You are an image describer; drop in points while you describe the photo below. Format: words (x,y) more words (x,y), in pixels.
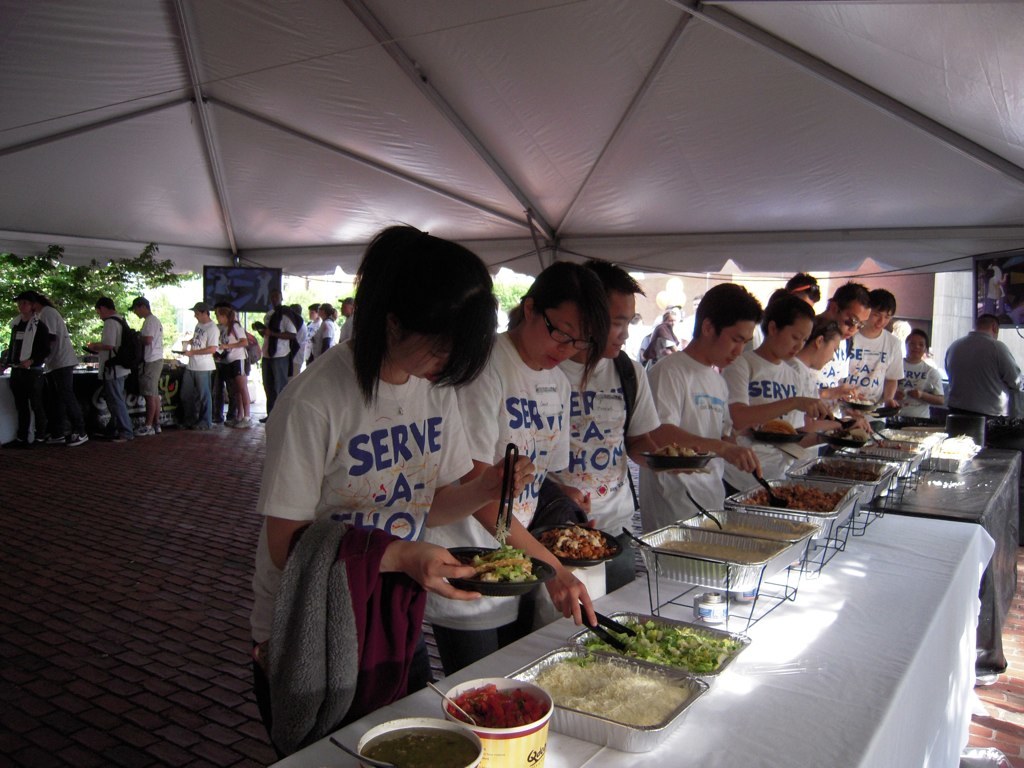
I can see a group of people (439,336) standing and holding plates (791,424). These people (457,457) are serving food (528,570). These are the tables (920,562) covered with clothes (947,539). I can see bowls (520,725) and utensils (733,641) with different types of food items (694,644) in it. This looks like a screen (976,280), which are attached to the poles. I think this is the tent (188,82). Here is the tree (63,283).
